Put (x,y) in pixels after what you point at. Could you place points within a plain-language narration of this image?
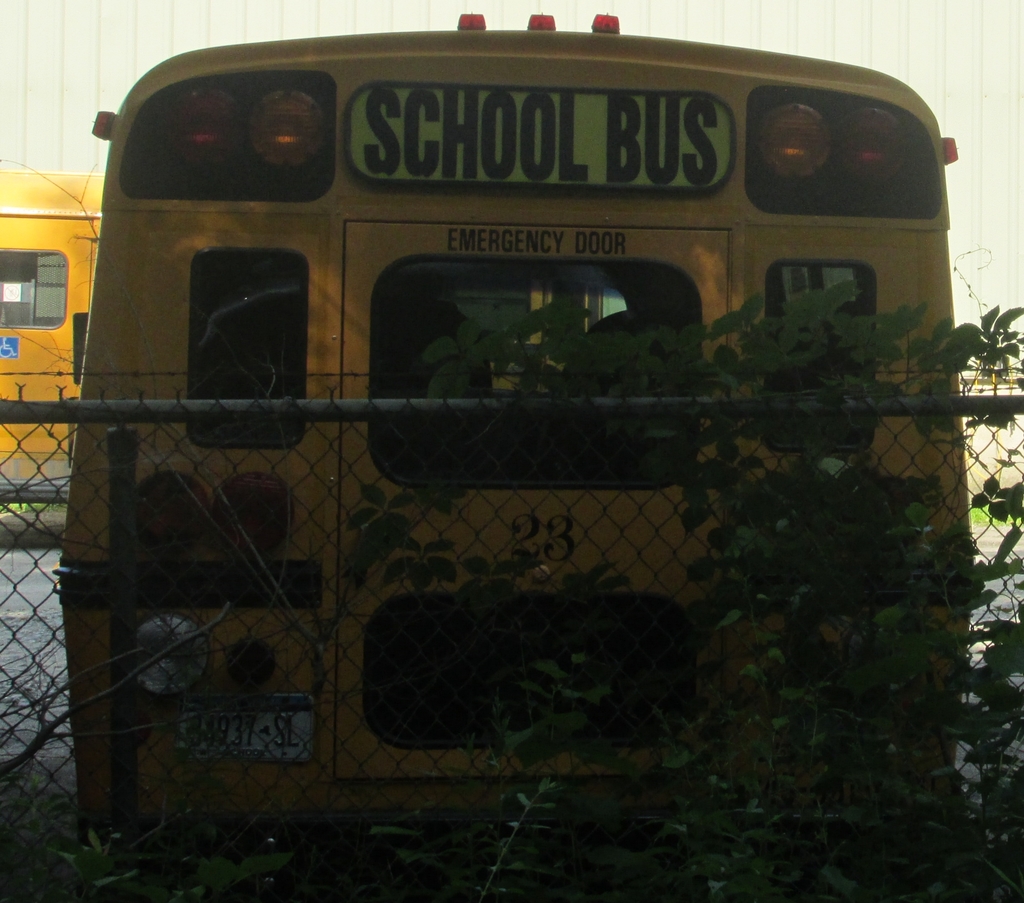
In the picture we can see a fencing wall (436,708) with a rod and some plants (806,571) to it and behind it, we can see a school bus (185,538) which is yellow in color and in front of the bus (238,712) also we can see another bus (6,357) which is yellow in color.
